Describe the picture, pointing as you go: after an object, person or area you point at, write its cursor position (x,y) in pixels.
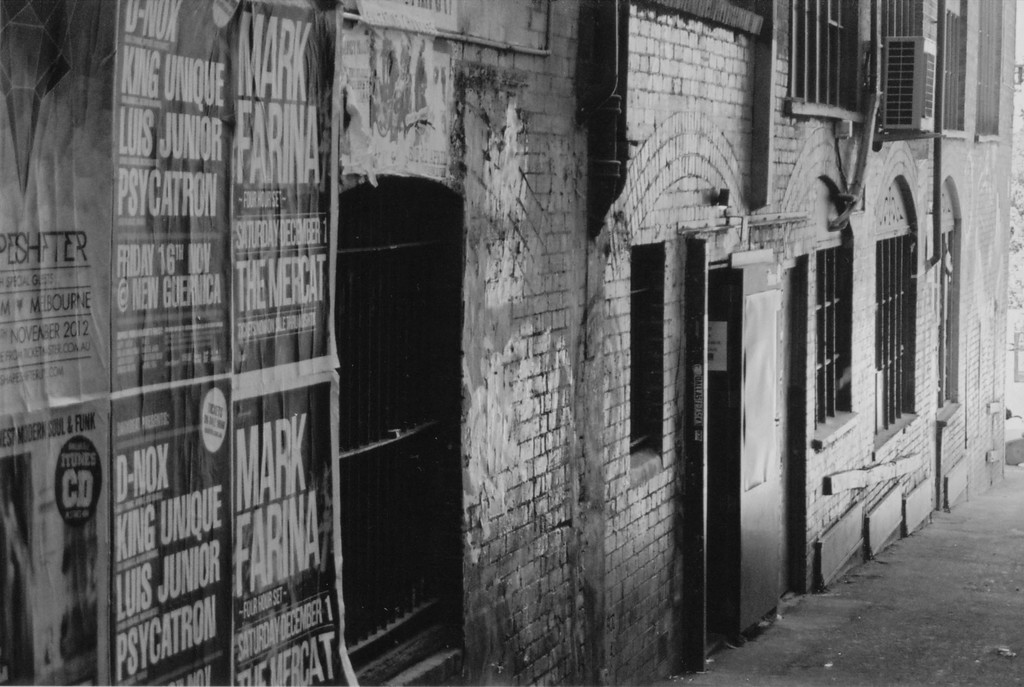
In this image there is a wall (922,456) having windows (395,457). Few posters (292,200) are attached to the wall (585,632). Right bottom there is land (885,633).
